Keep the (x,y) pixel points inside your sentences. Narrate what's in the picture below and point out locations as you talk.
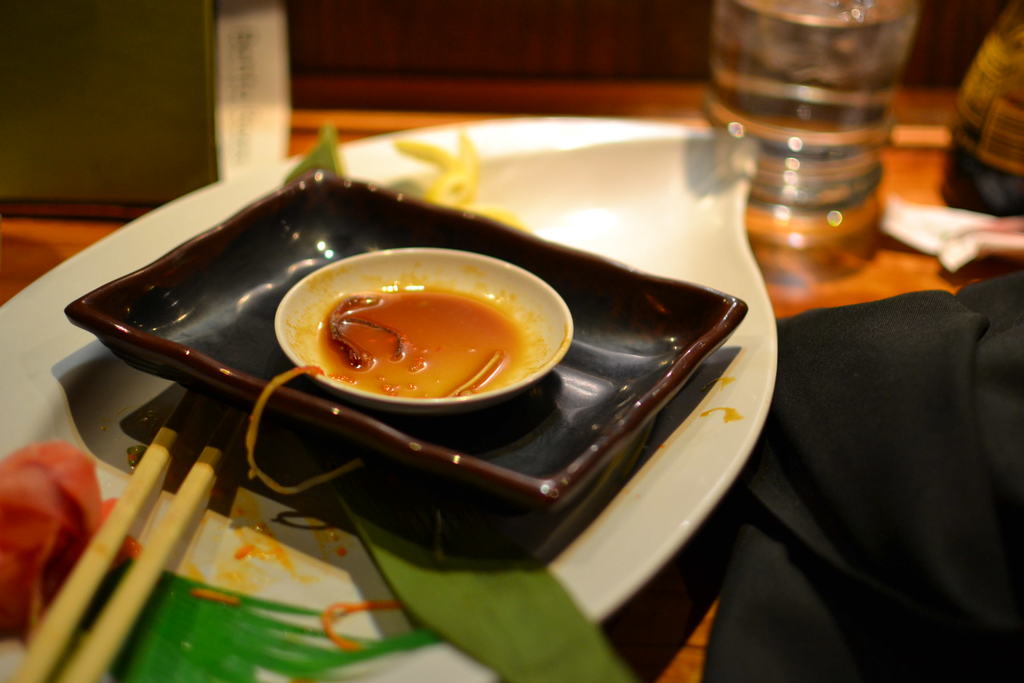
In this image i can see three plates (230,345), two sticks (162,443) and a bottle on the table (811,297).
